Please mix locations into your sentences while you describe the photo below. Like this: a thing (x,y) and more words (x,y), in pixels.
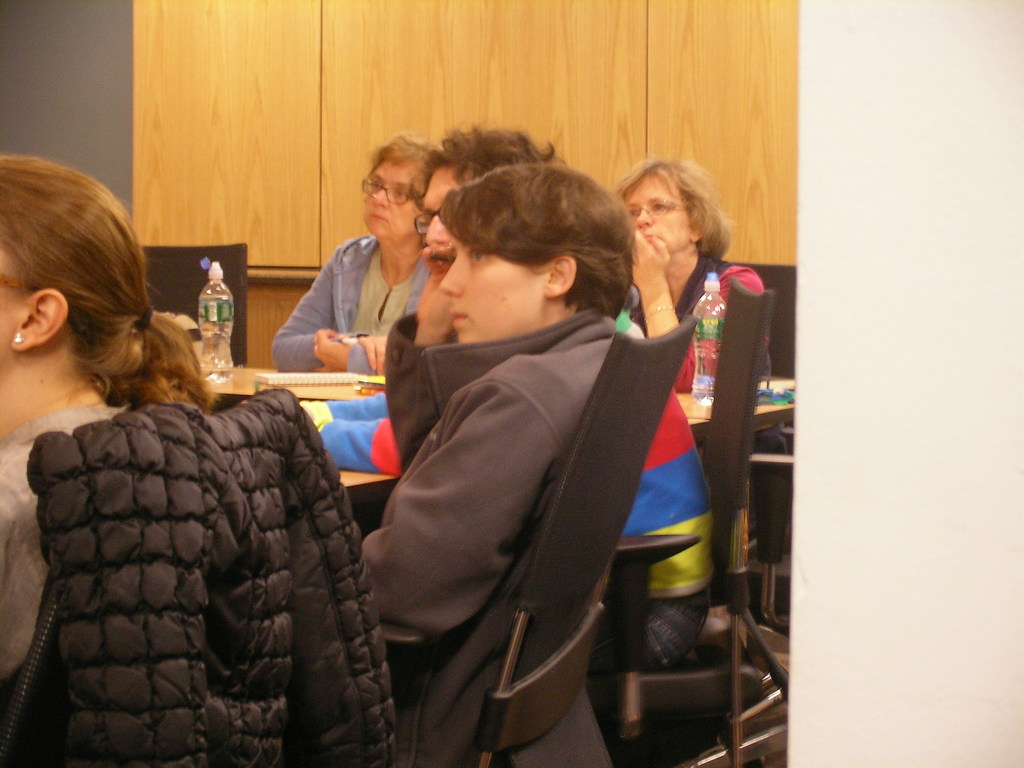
Five people (141,309) sitting around the table (348,396) and on the table (261,381) we have the bottles (212,296) and the books (336,375).
